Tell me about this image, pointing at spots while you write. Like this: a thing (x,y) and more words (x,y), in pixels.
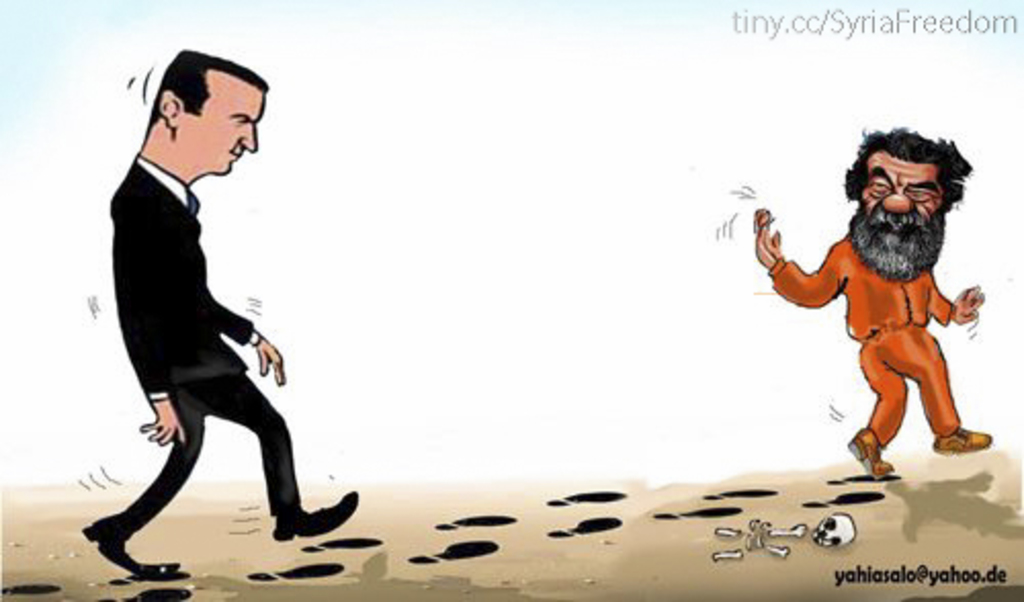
There is one cartoon picture (199,331) of a person (210,345) is on the left side of this image (169,318) and on the right side of this image (889,310) as well. We can see a watermark (870,32) at the top of this image (814,24) and at the bottom of this image (880,564).
